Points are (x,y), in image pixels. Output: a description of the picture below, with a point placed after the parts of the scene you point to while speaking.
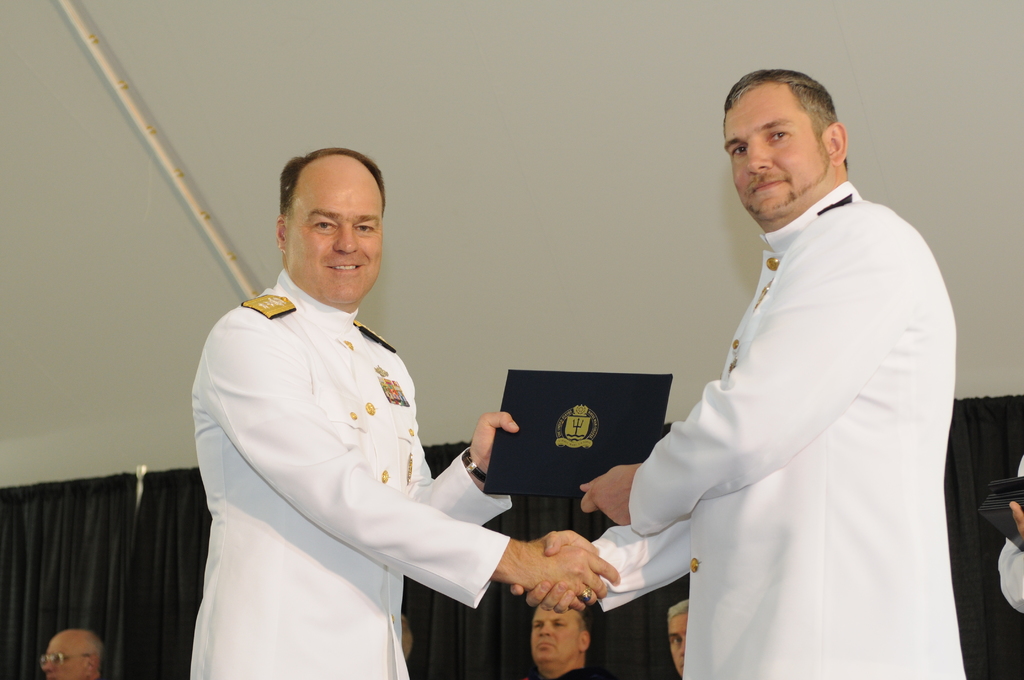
In this image I can see two person (293,427) wearing white, gold and black colored costumes (308,446) are standing and holding a black colored object (558,449) in hands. In the background (558,355) I can see few other persons (78,645), the black colored curtain (110,552), the cream colored rod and the cream colored surface (153,258).
